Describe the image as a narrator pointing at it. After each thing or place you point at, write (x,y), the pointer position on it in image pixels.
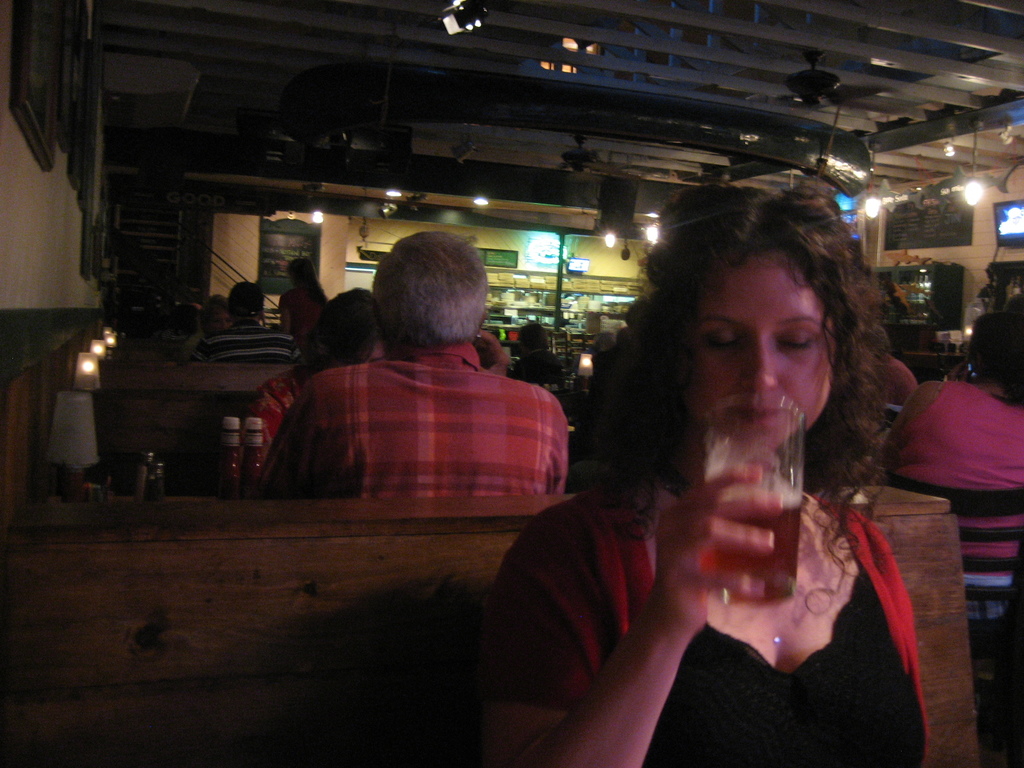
In this image there are a group of people (1018,385) who are sitting, and there are some tables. And on the right side (823,455) there is one woman (712,593) who is holding a glass (756,429) and drinking, and in the background (625,251) there are lights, wall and some objects (888,258). At the top (856,105) there is ceiling (264,70), lights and fan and also we could see some screens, windows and photo frames (76,163).
